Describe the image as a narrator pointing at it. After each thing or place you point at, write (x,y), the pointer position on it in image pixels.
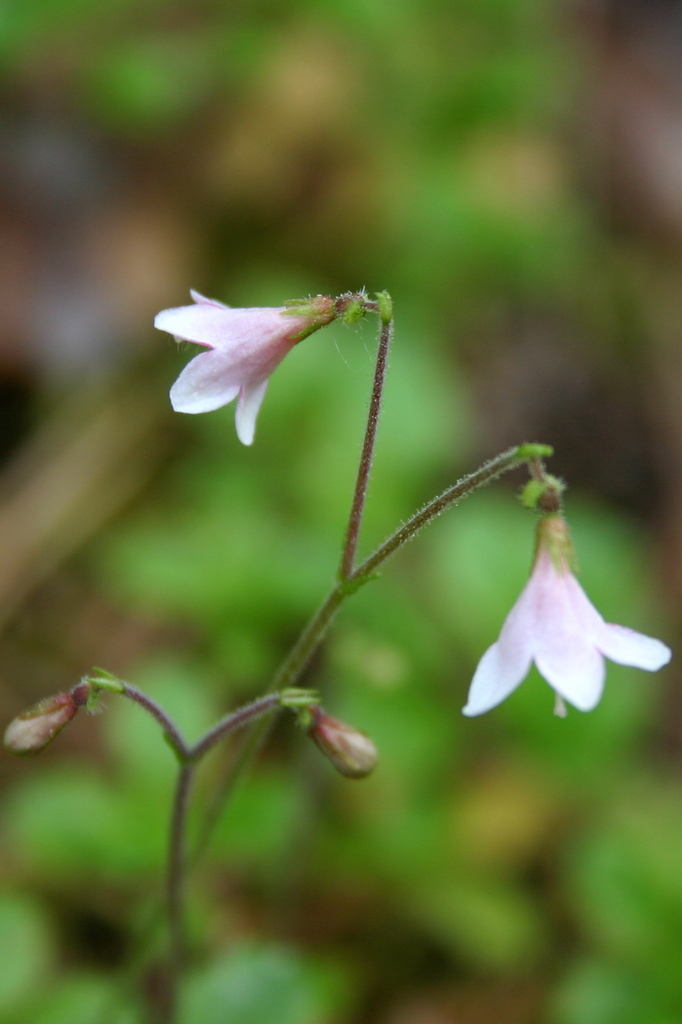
In this picture we can see flowers (532,614), buds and stems (354,575). In the background of the image (319,594) it is blurry.
